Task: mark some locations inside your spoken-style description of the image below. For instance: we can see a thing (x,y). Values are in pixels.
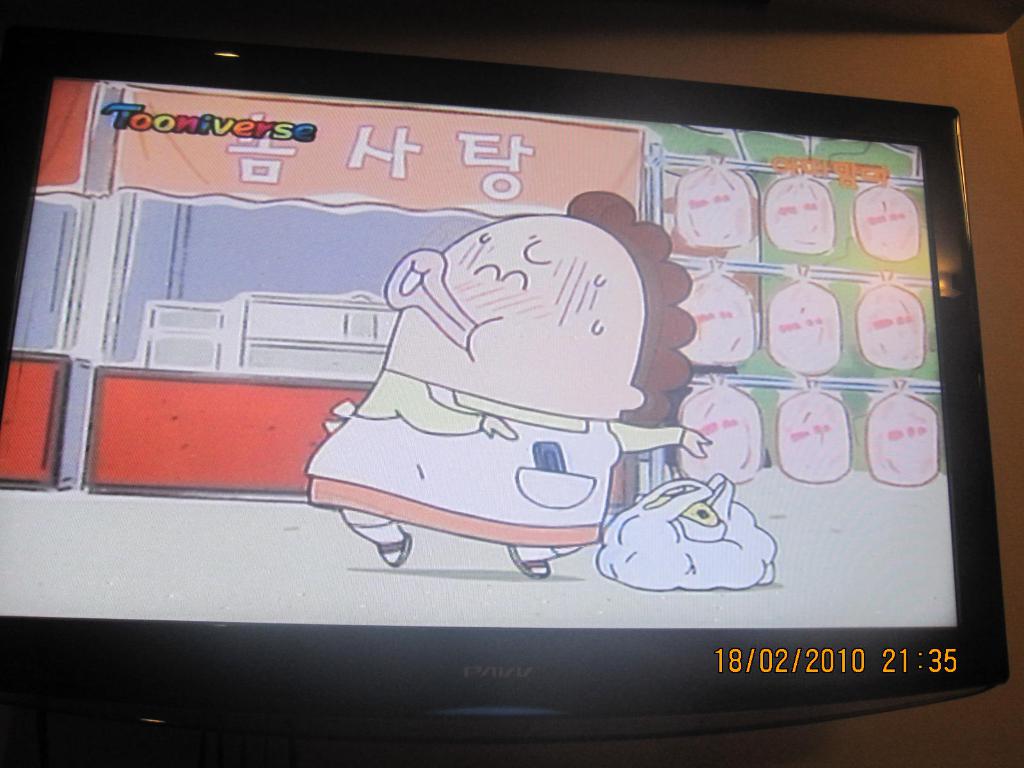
We can see screen (406,419) this screen (881,200) we can see cartoon image (396,200) and text (134,109). In the bottom right side of the image (934,650) we can see date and time (887,668). In the background (964,123) we can see wall (970,99).
